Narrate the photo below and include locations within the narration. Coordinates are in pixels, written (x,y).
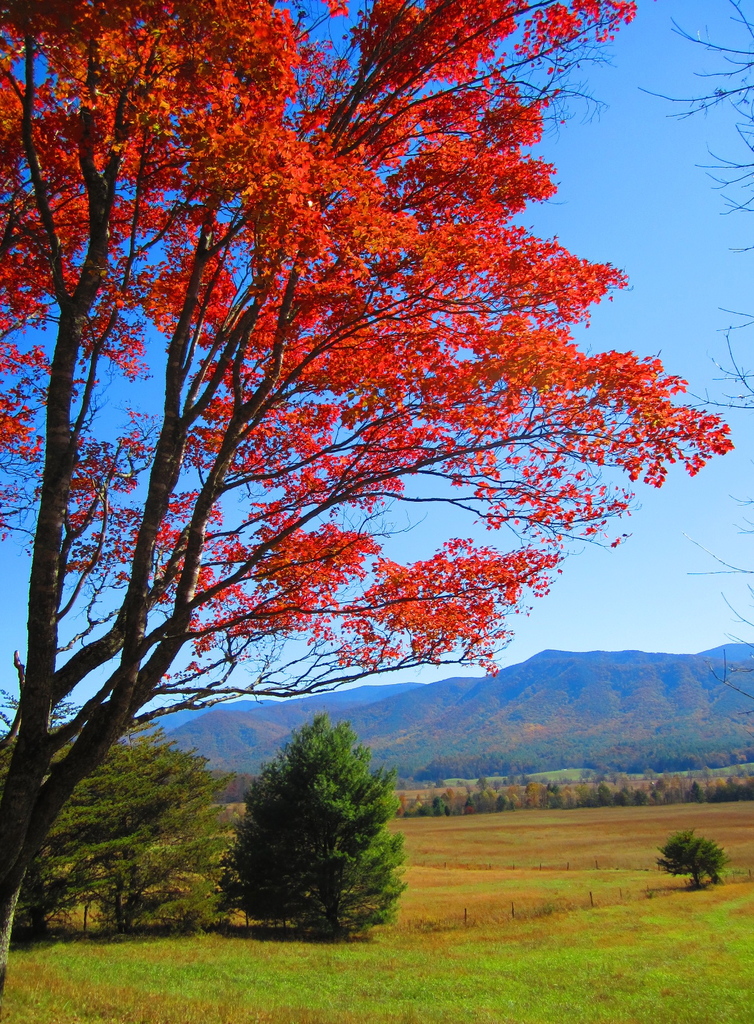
In this image there is grassland (605,902), in the background (322,810) there are trees (288,250), mountain (281,726) and the sky (538,76).
